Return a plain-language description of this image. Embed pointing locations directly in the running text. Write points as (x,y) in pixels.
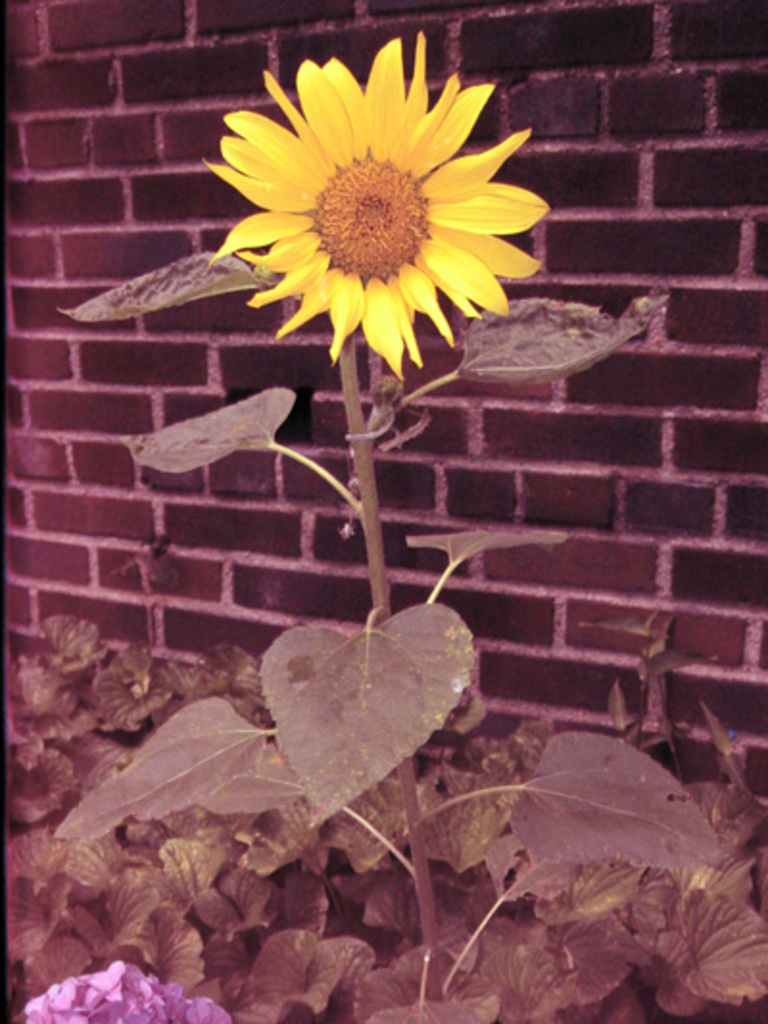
There is a yellow color flower (341,249) on a plant (294,764). Also there are other plants (255,860). In the back (366,369) there is a brick wall (158,367).
